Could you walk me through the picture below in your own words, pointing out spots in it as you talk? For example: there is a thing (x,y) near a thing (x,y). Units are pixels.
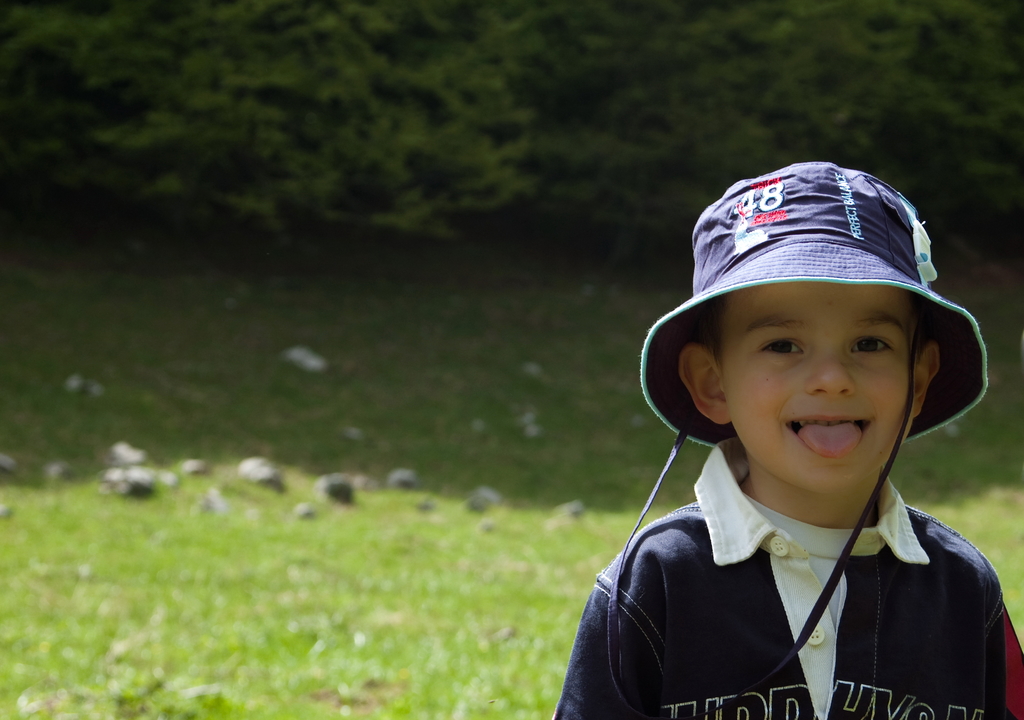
This picture shows a boy (848,355) standing and he wore a cap (730,236) on his head (807,309) and we see grass (183,498) on the ground (449,629) and few stones (318,478) and we see trees (298,64) and boy (695,584) wore a blue t-shirt (694,568).
